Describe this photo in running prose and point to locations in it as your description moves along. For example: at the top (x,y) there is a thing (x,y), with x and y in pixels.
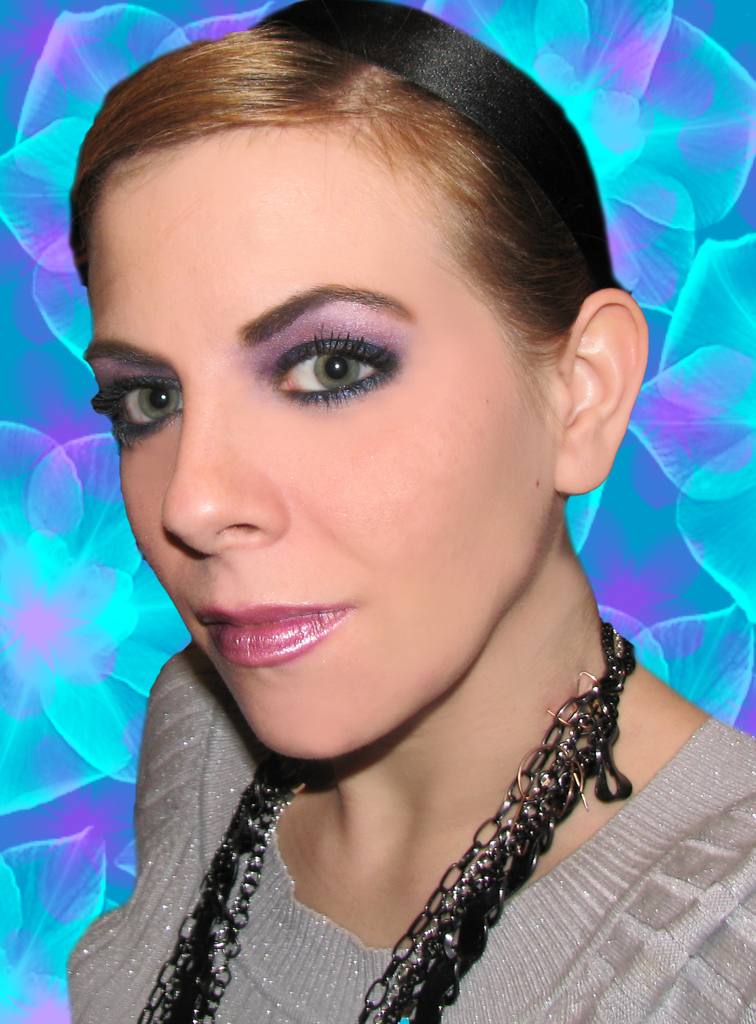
In this picture we can see a woman (394,570), she wore necklace (262,867), there is a designed background (654,113).
